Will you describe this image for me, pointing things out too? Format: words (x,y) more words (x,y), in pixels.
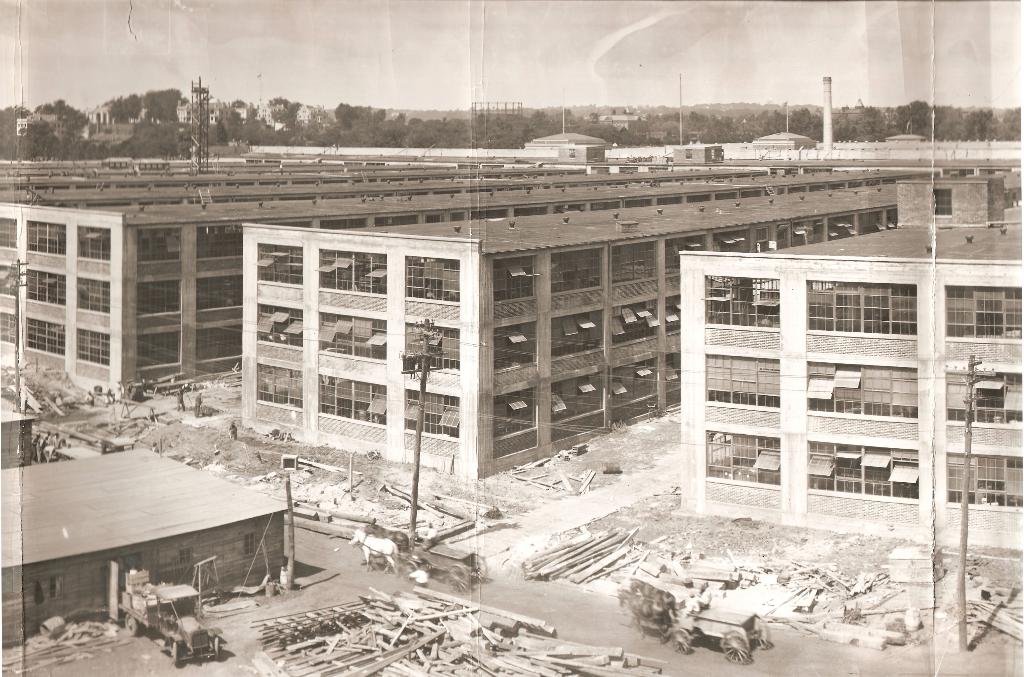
In this image I can see many buildings (436,388). In-front of the buildings (501,444) I can see the road (573,604) and there are the carts (464,581) on the road (560,601). I can also see two animals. In the background (193,129) there are many trees (472,119), poles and the sky (676,40). And this is a black and white image.
